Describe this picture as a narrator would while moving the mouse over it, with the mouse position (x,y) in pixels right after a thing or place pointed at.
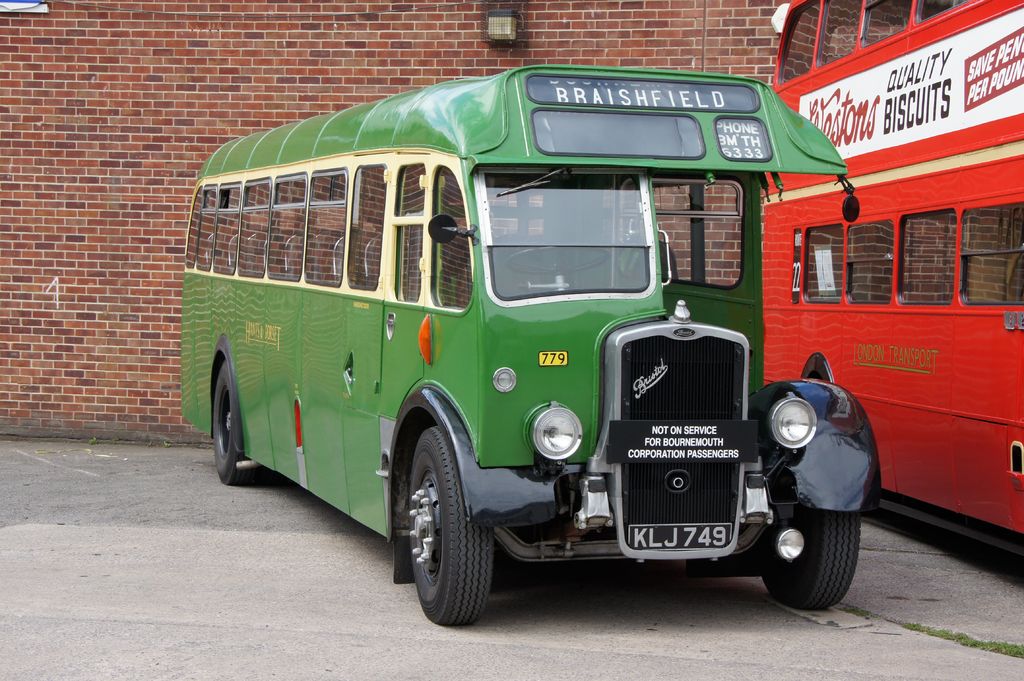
In this image there are two vehicles (654,333) parked, behind the vehicles (484,294) there is a wall (100,138) with red bricks (42,229) and an object (500,37) is hanging.
